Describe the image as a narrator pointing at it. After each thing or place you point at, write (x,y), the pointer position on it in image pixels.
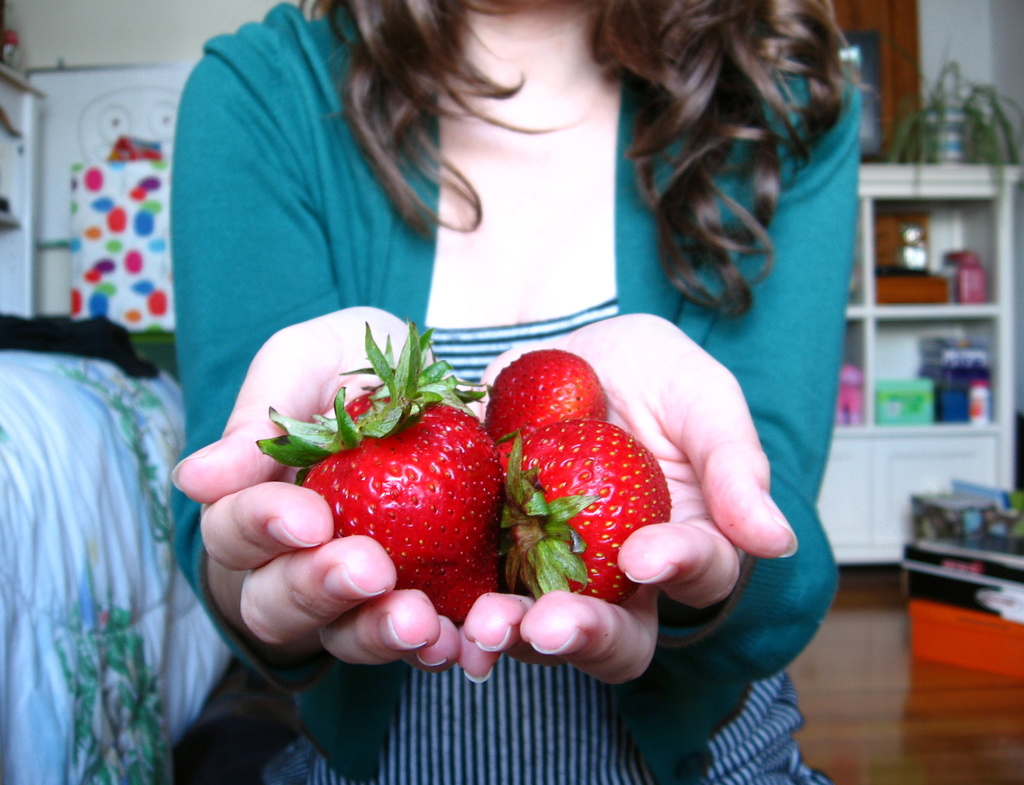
In this image a woman (759,517) is holding some fruits (412,484) in her hand (329,515). Left side (169,452) there is a bed (49,574). Right side (1001,536) there are few objects (972,516) on the floor (892,702). Behind there is a wooden furniture (1005,375) having few objects (845,397) in it. On it there is a pot (944,130) having a plant (954,110). Left side (128,112) there is a board (111,121) having some drawings (110,104). Before it there is some object (112,220). Background (138,6) there is a wall (234,22).
